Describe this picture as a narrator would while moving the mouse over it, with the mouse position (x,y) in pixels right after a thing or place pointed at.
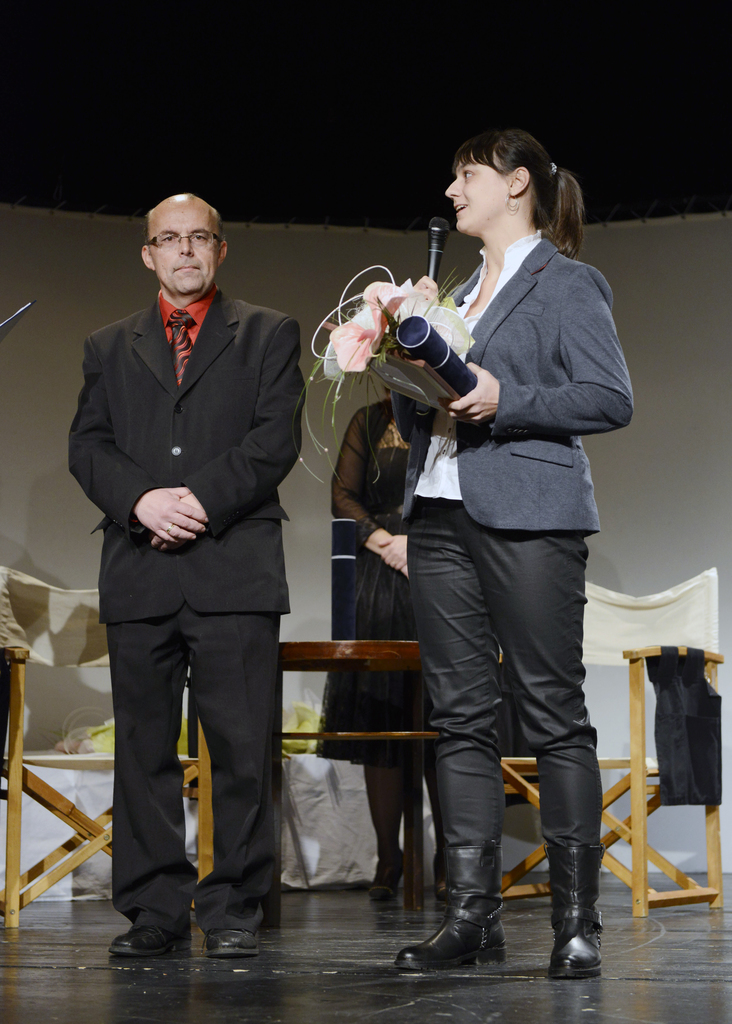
In this image I see a man (279,343) who is wearing suit (234,470) and I see a woman (593,340) over here who is holding a mic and other things (382,288) in hands (446,402) and I see the floor (84,941). In the background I see another person (341,719) over here and I see the chairs (640,620) and I see that this woman (400,453) is wearing black dress (328,722) and this woman (457,705) is wearing white, grey and black dress (472,436).
